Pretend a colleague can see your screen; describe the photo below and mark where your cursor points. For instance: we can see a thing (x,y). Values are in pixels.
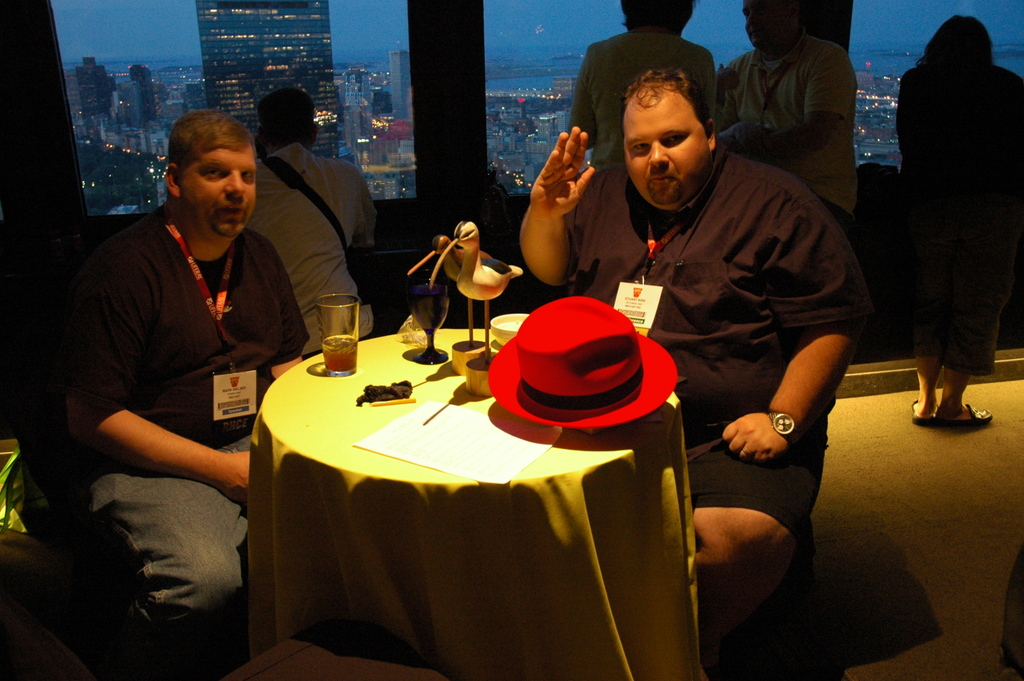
In this image two people (126,332) are sitting in the foreground (174,300) on the chair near the table (392,517). Few things (394,426) are placed on the table (378,348) like hat (568,384), glass (347,366), few papers (458,447) and a toy (467,296). In the background (957,96) we can see few people (951,78) standing near the glass window (362,131) and also we can see few buildings (242,77).
